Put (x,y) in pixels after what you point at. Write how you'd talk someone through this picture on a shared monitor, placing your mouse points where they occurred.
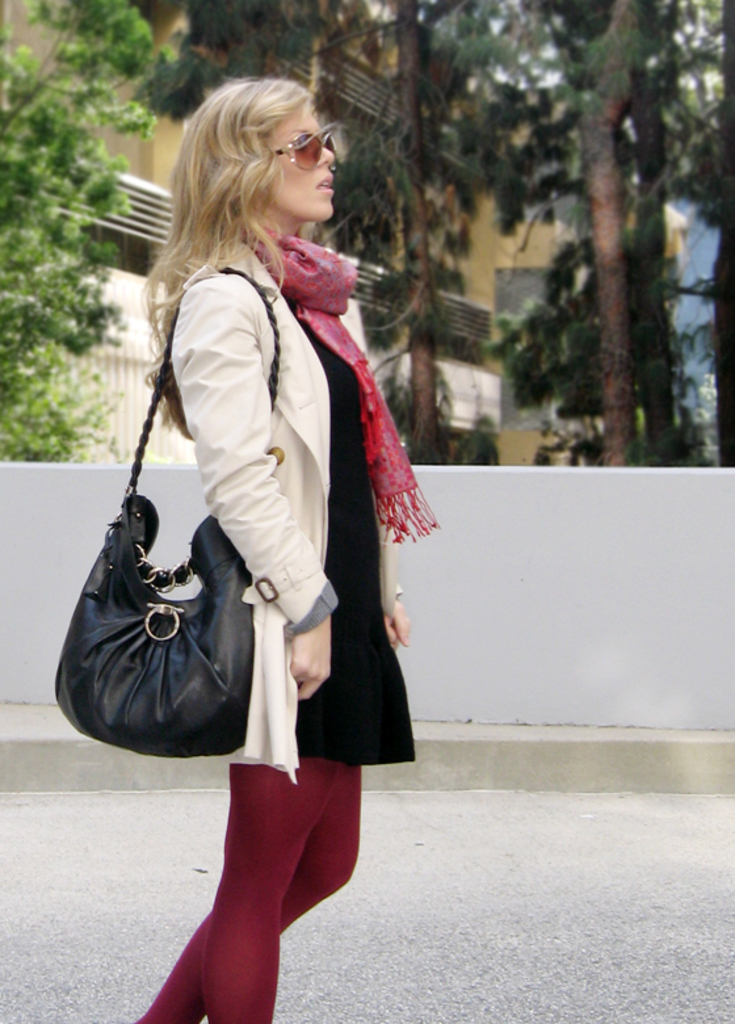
There is one woman (259,570) standing and holding a handbag (218,643) on the left side of this image (193,575). There is a wall (553,562) in the background (535,608). We can see there some trees (453,251) at the top of this image (408,239).
